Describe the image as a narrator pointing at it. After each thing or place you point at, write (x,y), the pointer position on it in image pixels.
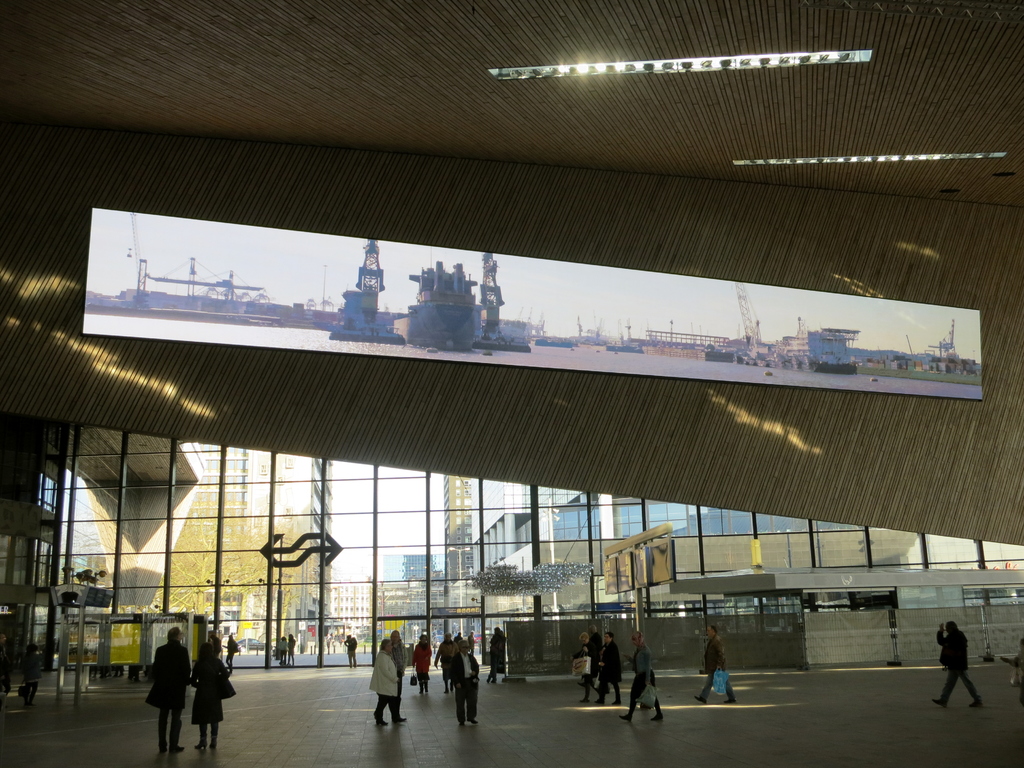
This is an inside view of a building (92,440). At the bottom of the image (211,690) I can see a few people (200,696) are walking on the floor (287,735). In the background (345,599) there is a glass (276,572), through that we can see the outside view. On the outside, I can see some buildings (569,544). On the top of this image (228,242) I can see a big screen (574,329) which is attached to the wall (253,192). On the screen (536,310) I can see some boats (427,340) on the water (672,363).
